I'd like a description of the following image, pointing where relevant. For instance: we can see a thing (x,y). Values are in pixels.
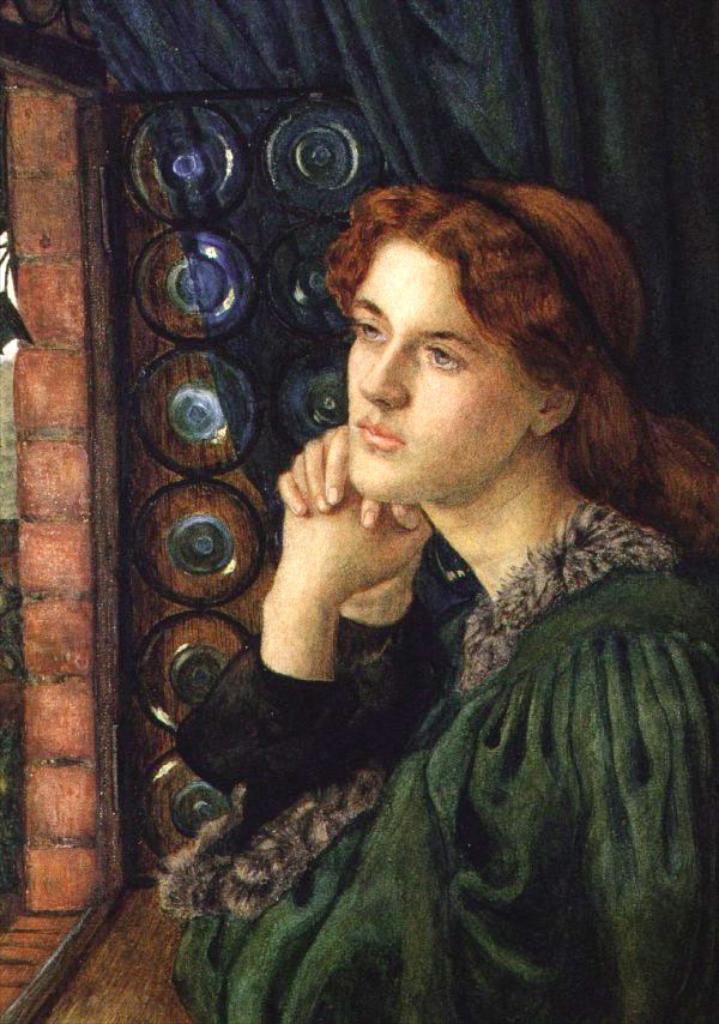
This picture consists of a painting (109,501).
